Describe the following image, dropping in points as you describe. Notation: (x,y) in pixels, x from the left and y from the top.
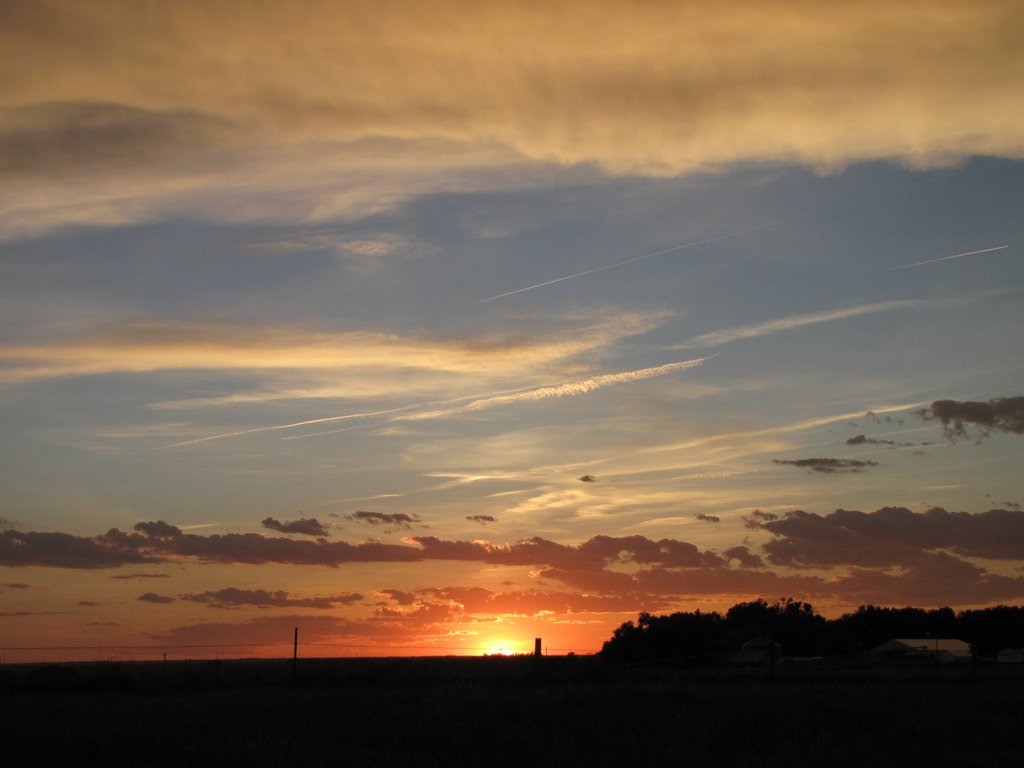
In this image I can see at the bottom (629,629) it looks like there are trees (805,647) and there is the sunset (482,603), at the top (705,247) it is the sky (644,343).
